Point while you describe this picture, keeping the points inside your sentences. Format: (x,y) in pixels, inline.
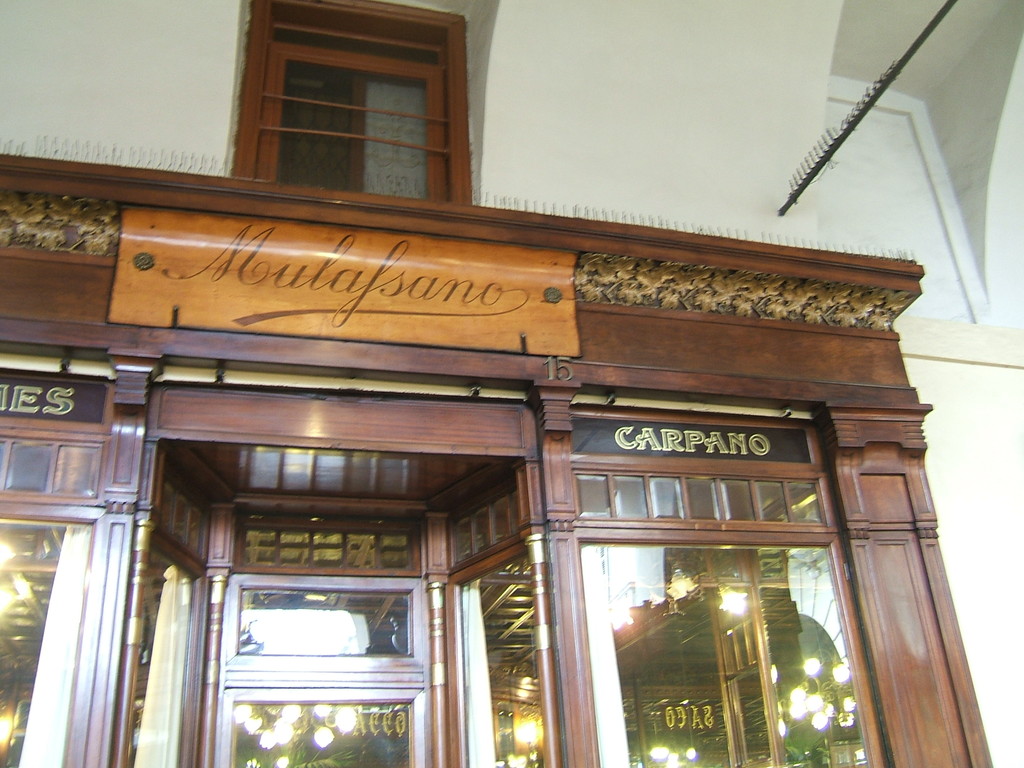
In the picture we can see a building wall (983,68) with a shop (400,562) in it, and the shop (770,360) is modified with a wooden frame (766,383) and glasses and inside the shop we can see some lights (841,672) and on the top of the shop (145,298) we can see a window (456,167) with a glass (372,171) to it and beside it we can see a rod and some hangings (891,70) to it.
